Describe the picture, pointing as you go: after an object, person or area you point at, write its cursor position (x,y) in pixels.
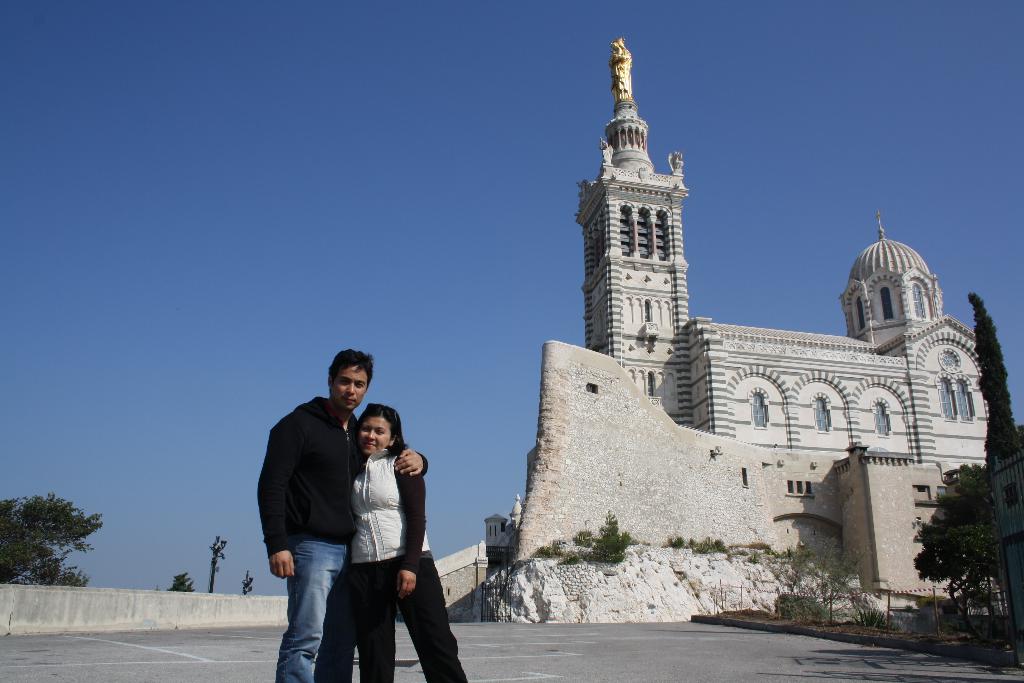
In the center of the image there are two persons (305,661) standing. In the background of the image (618,77) there is a church (656,194). There are trees (942,537).
